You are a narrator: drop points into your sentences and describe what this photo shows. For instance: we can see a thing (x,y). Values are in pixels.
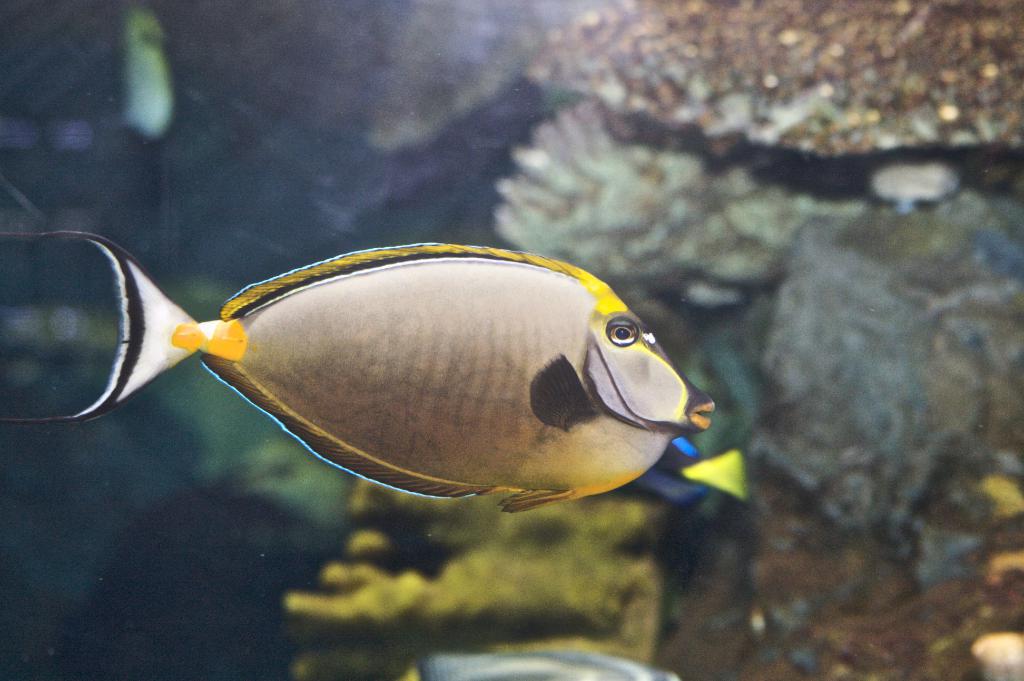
In this image I can see a fish (357,300) in the front (416,342). I can see colour of the fish (296,312) is yellow, black and white. I can also see this image is little bit blurry in the background (787,619).
